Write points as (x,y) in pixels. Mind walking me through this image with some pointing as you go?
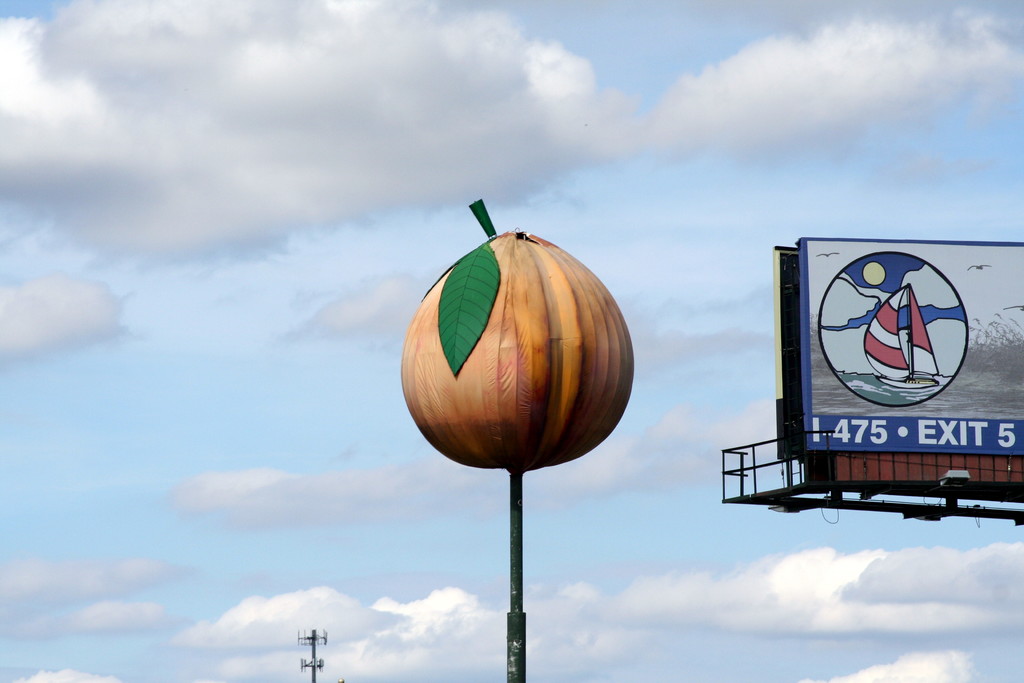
In the center of the image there is a pole (519,633). On the right (791,489) we can see a hoarding (861,447). In the background (203,340) there is sky (363,173).
